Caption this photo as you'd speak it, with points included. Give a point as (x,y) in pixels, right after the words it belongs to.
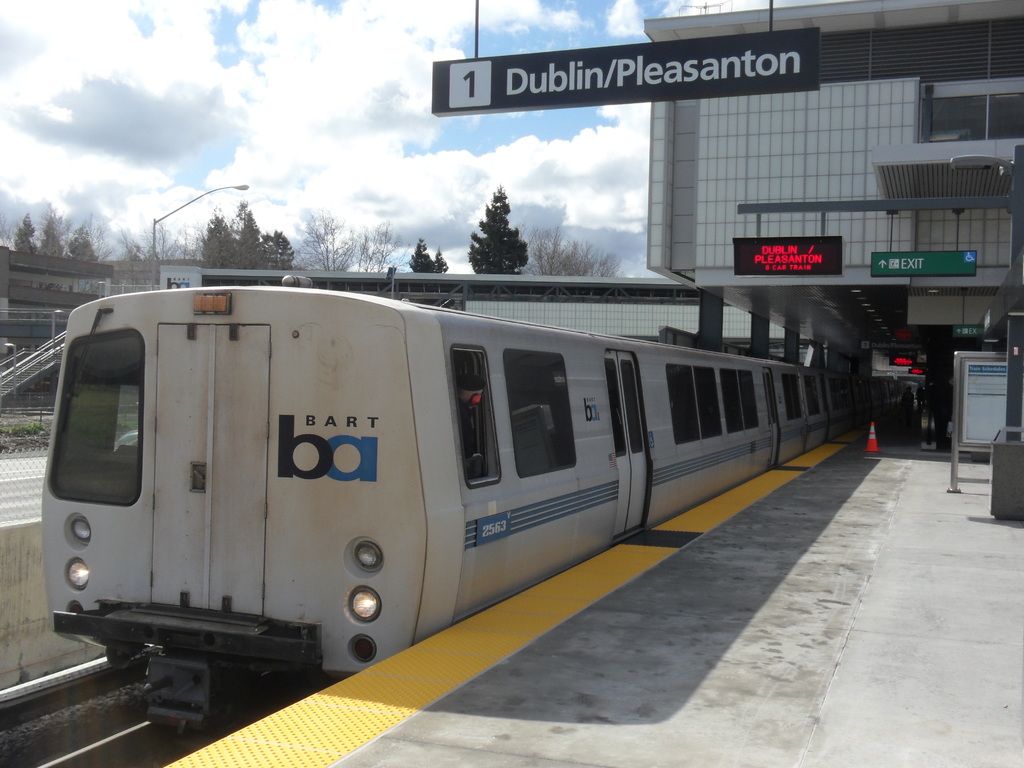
In this picture I see the platform (633,759) in front (1020,616) and I see a train (463,529) which is on the track (109,688) and I see a building (828,59) in the background (864,129) and I see a board (926,261) and a screen (806,248), on which there is something written and in the background (498,267) I see the trees (314,246) and the sky (363,104) and I see another board (536,89) on the top of this image (597,60), on which there is something written.
